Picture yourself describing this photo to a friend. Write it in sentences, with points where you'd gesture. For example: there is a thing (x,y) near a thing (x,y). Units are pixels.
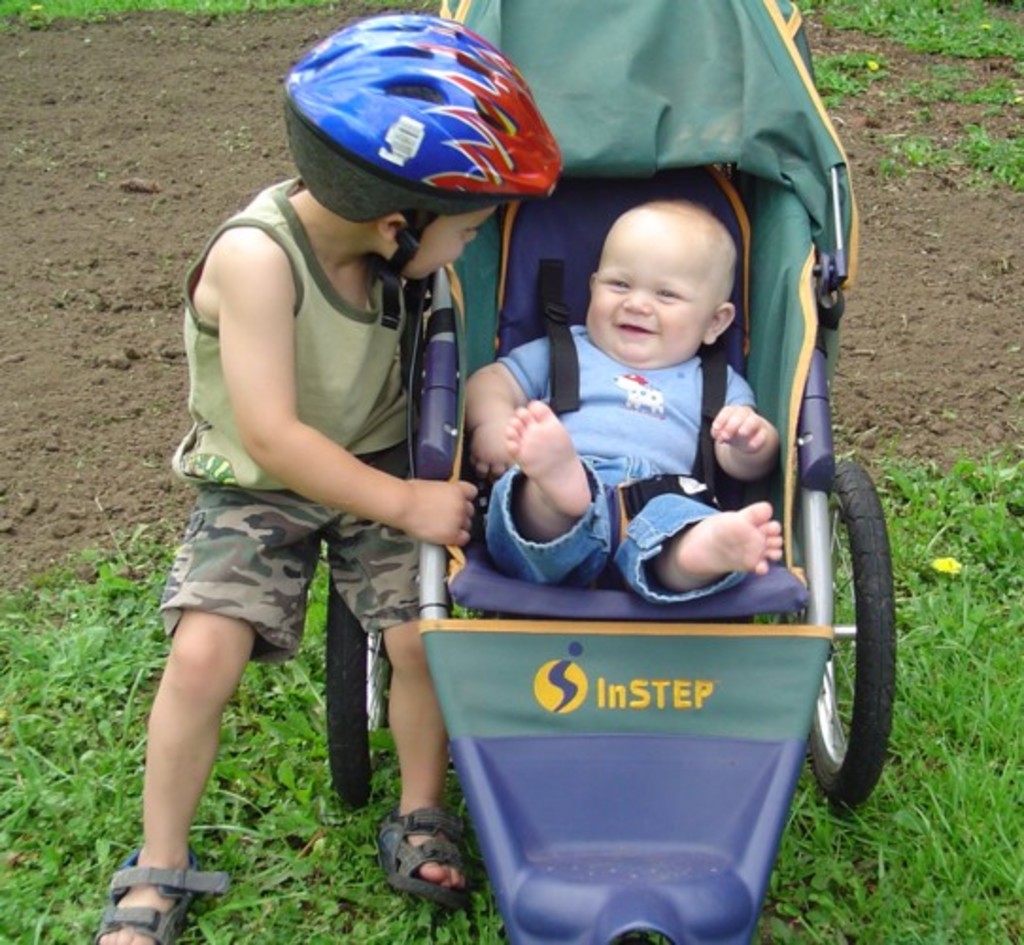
In this image we can see kid (315,458) wearing helmet (383,202), short (277,564) standing near the stroller (333,651) in which there is a kid (576,437) wearing blue color dress (596,469) and in the background (116,573) we can see grass (154,577).
